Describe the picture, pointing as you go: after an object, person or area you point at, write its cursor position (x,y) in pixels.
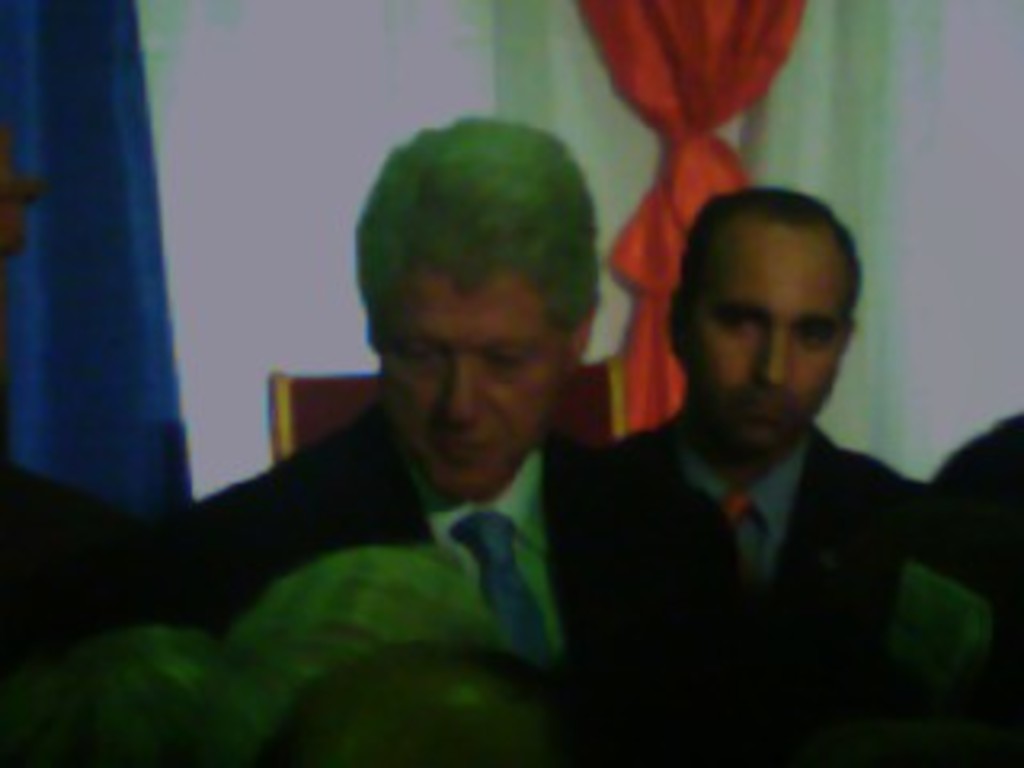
In this image we can see two men (483,381). In the background (234,250) we can see wall (217,228), chair (284,381) and a curtain (700,154).
